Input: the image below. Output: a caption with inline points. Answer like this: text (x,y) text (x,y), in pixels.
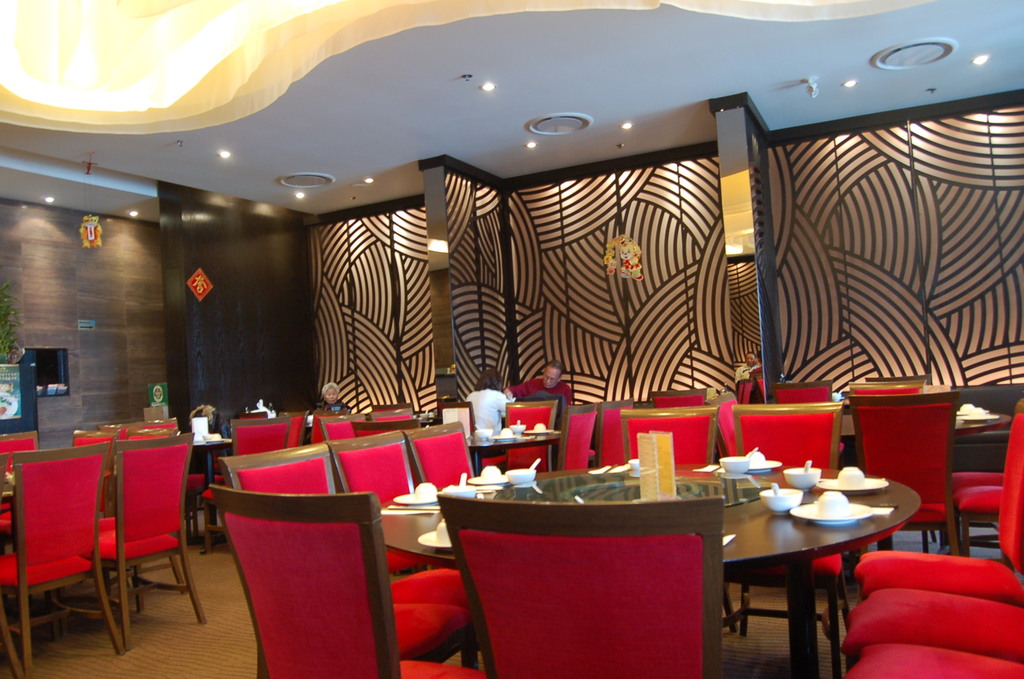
At the top (669,88) we can see ceiling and lights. In the background (664,287) we can see the designed wall (851,320) and stickers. We can see people (556,387) sitting on the chairs (930,524). On the tables (786,514) we can see bowls (804,479), spoons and other objects (804,511). We can see boards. At the bottom (160,647) we can see the floor (167,647). On the left side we can see a plant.
